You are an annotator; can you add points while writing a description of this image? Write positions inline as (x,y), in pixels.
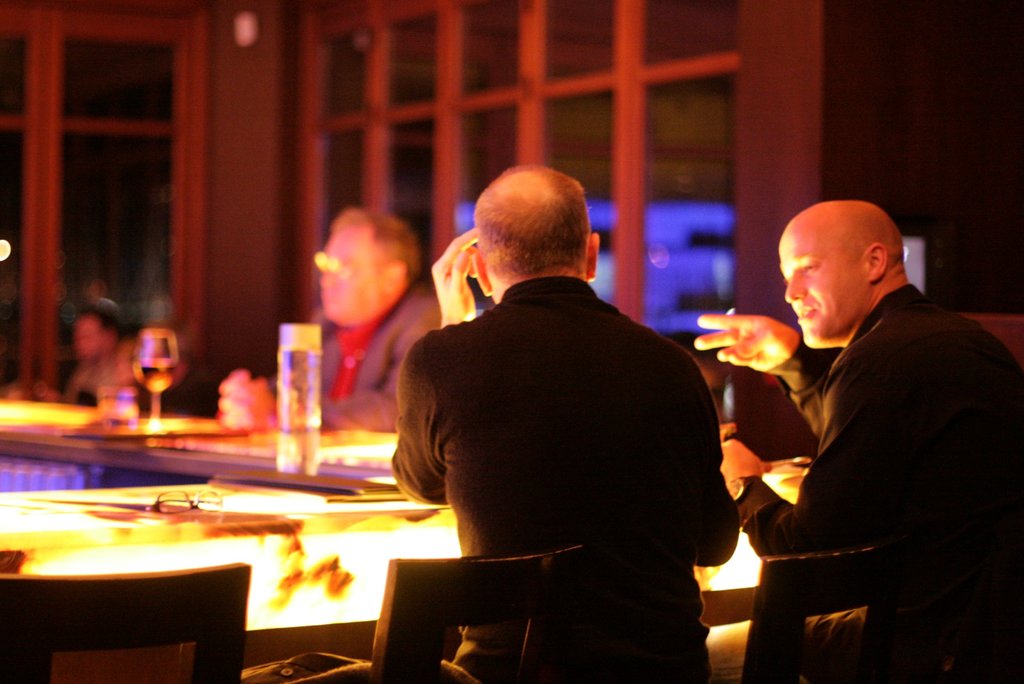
The image is inside the room (321,440). In the image there are group of people (85,390) sitting on chair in front of a table (241,500), on table (271,649) we can see a glass (200,495), bottle (284,380) and a glass (156,369) with some drink (154,373) in background (141,193) there is a door (31,192) which is closed.
